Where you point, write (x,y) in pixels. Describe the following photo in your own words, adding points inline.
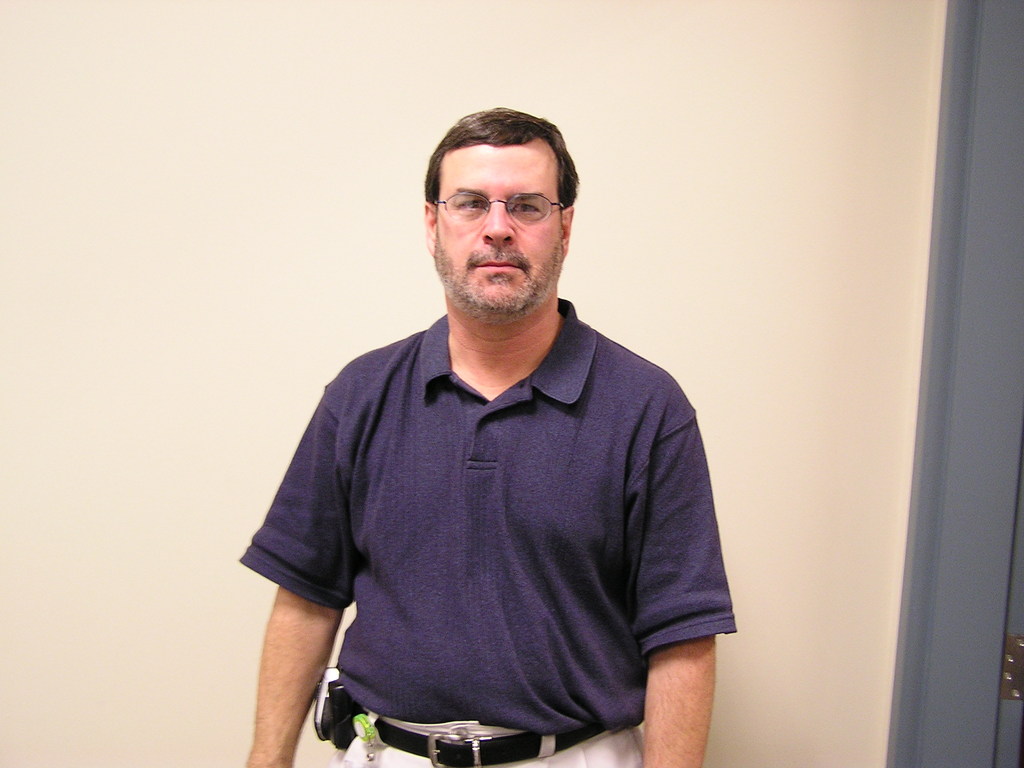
A man (518,540) is standing wearing t shirt (499,585) and trouser (606,741), this is belt (483,739), this is cream color.
